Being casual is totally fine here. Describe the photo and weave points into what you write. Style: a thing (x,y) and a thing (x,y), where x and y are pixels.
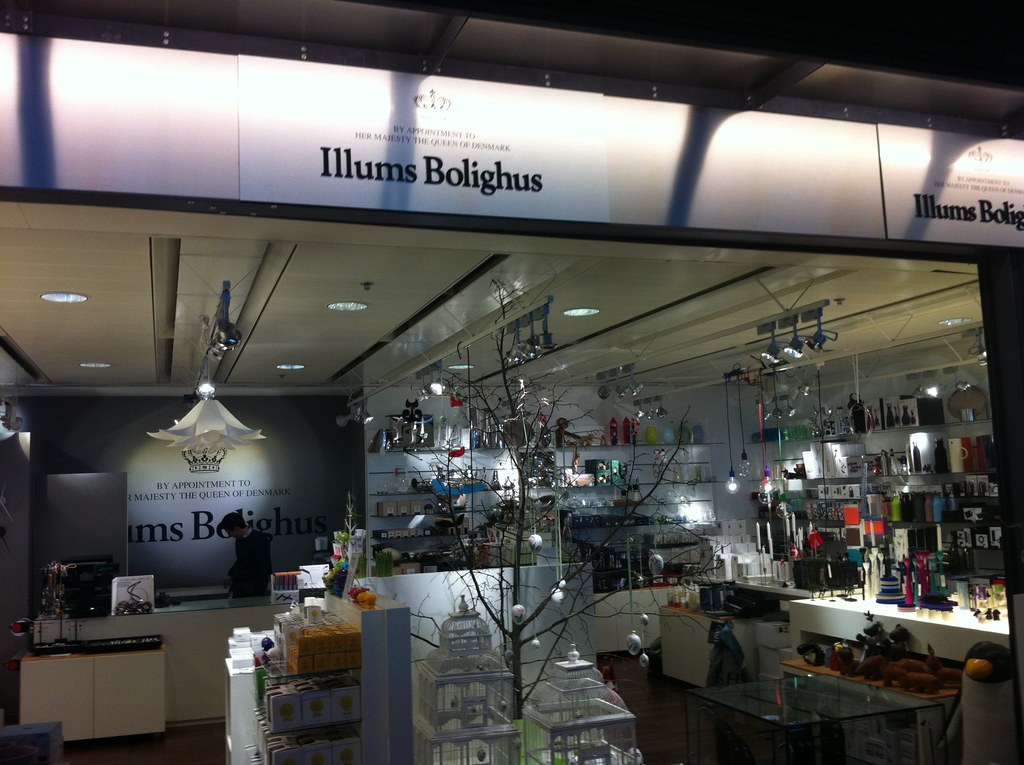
In this picture we can see plant (499,556) which is on the table (372,627). On the table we can see boxes (306,644), bottles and other objects (278,598). On the left (245,578) there is a man (256,568) is wearing black color dress (265,559), standing near to the table (220,615). On the top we can see name of the shop (340,170). Here we can see chandelier (193,419) and lights (214,387). On the right (926,439) we can see carton boxes (920,456), bottles (916,456), jar (981,439), glass bottles (939,446) and other objects (870,533) in the rack (903,524).
